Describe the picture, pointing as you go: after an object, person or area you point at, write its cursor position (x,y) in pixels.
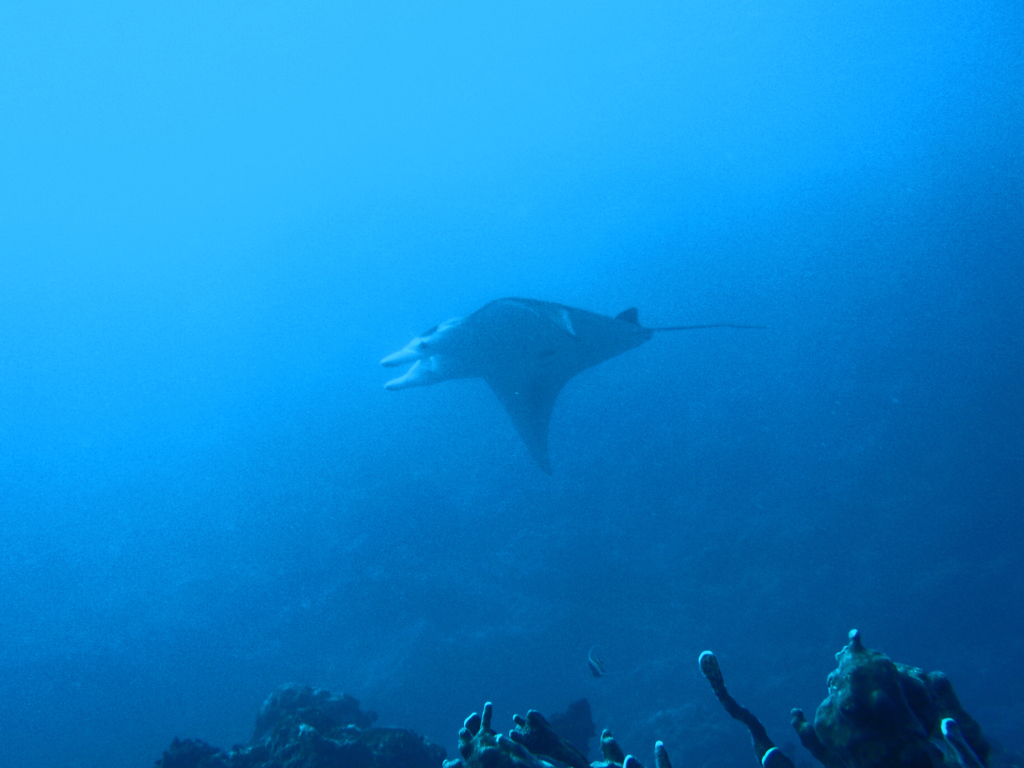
In this image I can see an aquatic animal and I can see blue color background (850,582).
